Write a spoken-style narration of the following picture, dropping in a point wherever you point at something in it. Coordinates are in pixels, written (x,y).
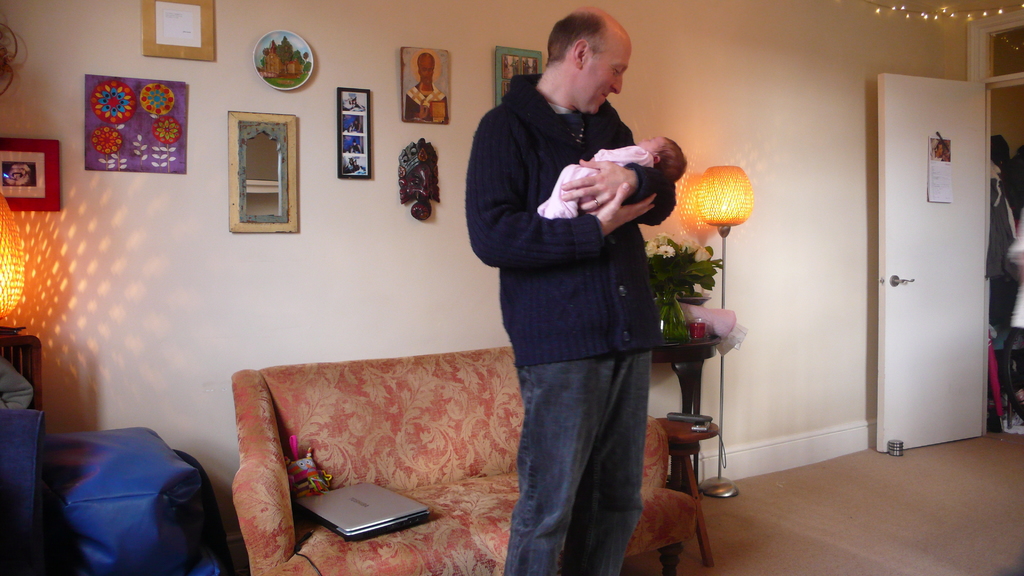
In this image we can see a person (519,274) wearing black color dress (542,269) standing and holding a kid (561,217) in his hands (585,197) and in the background of the image (506,387) there is a couch (378,468) on which there is a laptop (322,502), there are some paintings (106,162) attached to the wall (185,230), there is a flower vase (703,265) on table (696,363), there is a lamp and on right side of the image (932,297) there is a door (957,371).
